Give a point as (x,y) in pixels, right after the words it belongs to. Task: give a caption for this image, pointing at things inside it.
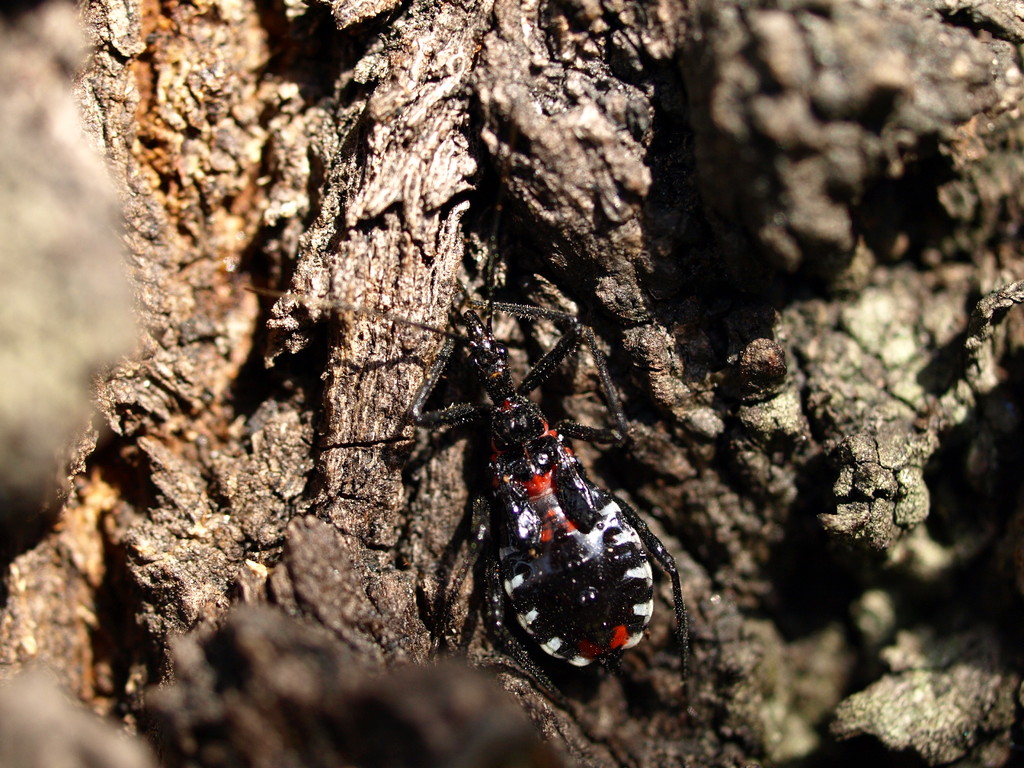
In this picture there is an insect (549,503) on the trunk (576,353) of a tree (430,515).
